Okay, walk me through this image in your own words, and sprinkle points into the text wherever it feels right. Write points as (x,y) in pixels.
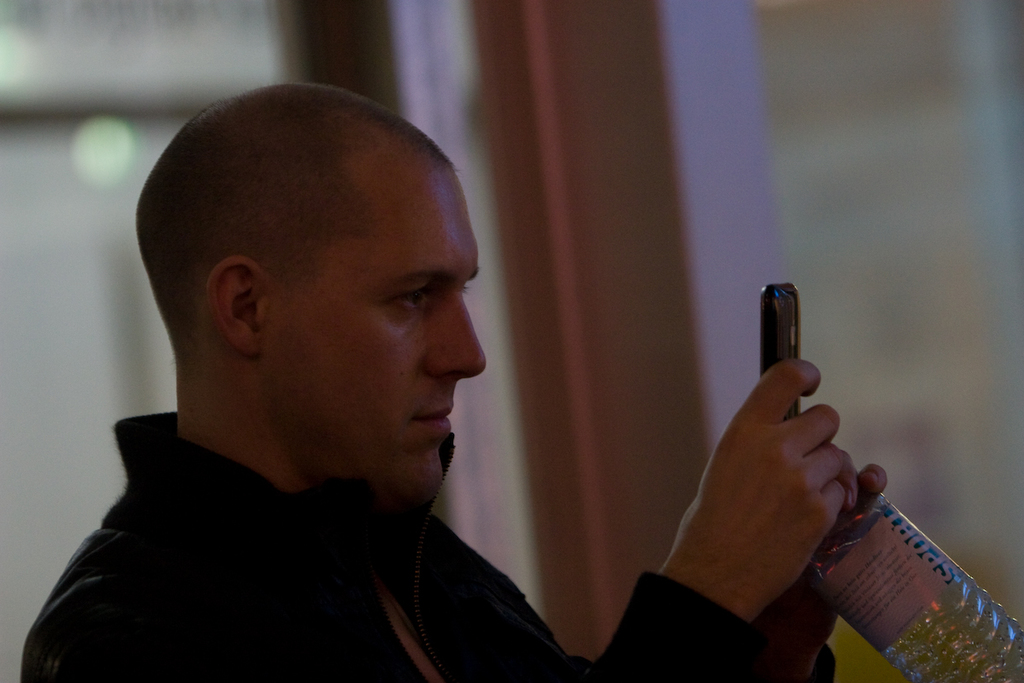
This image is clicked inside. In this image there is the man (187,599) wearing a black jacket (167,664) and holding a bottle (909,630) along with mobile (765,334).
